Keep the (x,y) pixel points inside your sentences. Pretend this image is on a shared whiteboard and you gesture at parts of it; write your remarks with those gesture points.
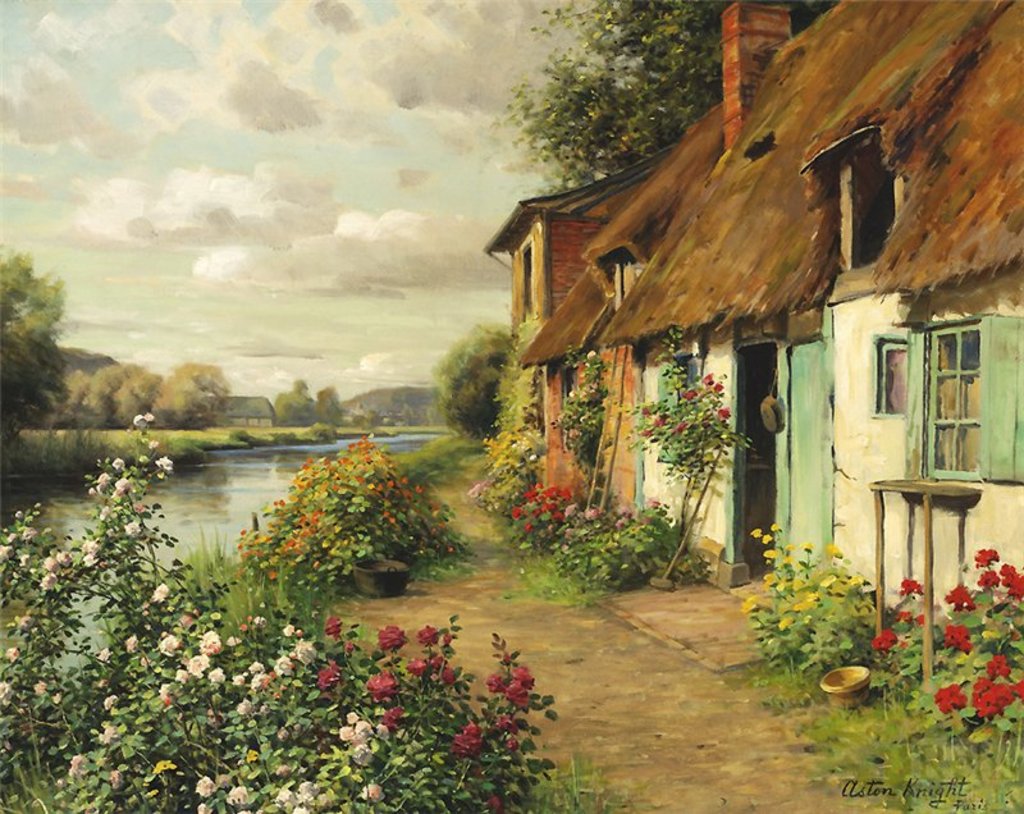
In this image we can see the painting (643,537) of the houses (691,537) with roof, windows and a door (757,564). We can also see a group of plants (849,650) with flowers (788,625), a stick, ladder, a water body (200,481), a group of trees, the hills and the sky (252,281) which looks cloudy.
